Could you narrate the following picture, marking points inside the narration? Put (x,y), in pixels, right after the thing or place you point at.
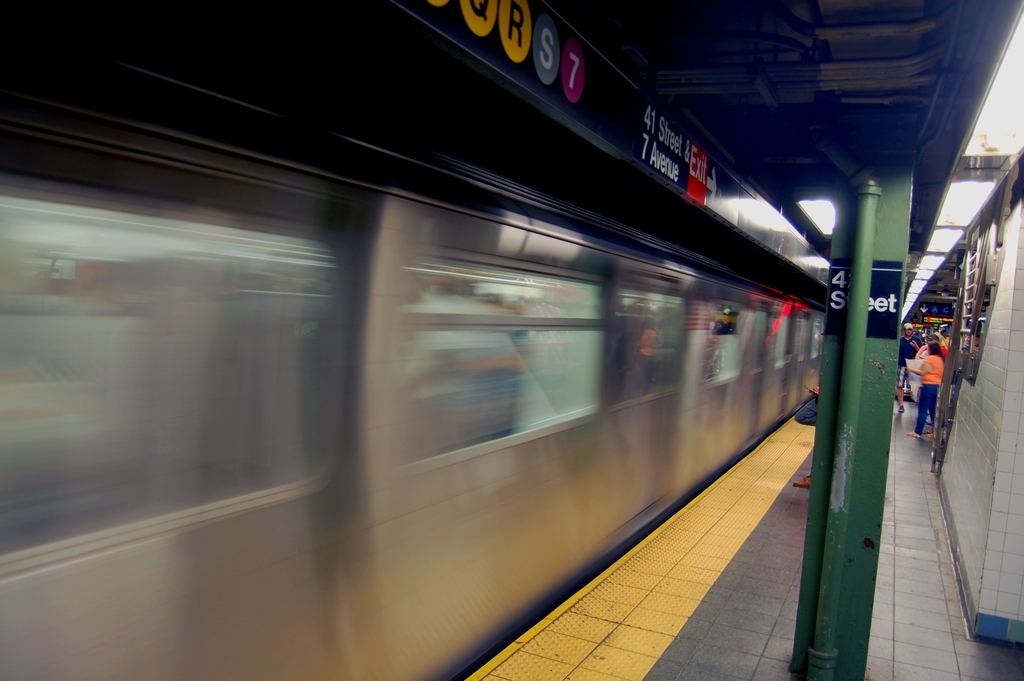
In this picture I can see there is a train (469,425) moving at left side (294,425), there are few windows (540,399) and there are a few people (901,347) standing on the platform (895,409) and there is a pole (889,343) and there are lights (958,211) attached to the ceiling (767,119).
